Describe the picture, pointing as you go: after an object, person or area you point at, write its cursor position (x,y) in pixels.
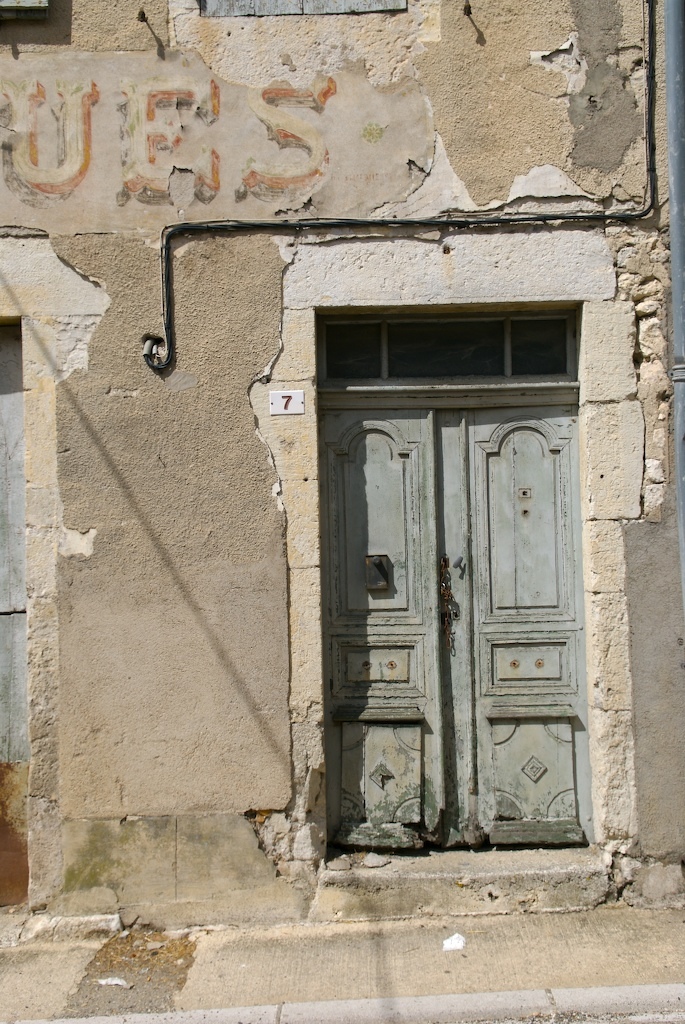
In this image there is a pavement (595,969), in the background (32,302) there is a wall (102,20) for that wall (102,20) there is a door (376,579).
